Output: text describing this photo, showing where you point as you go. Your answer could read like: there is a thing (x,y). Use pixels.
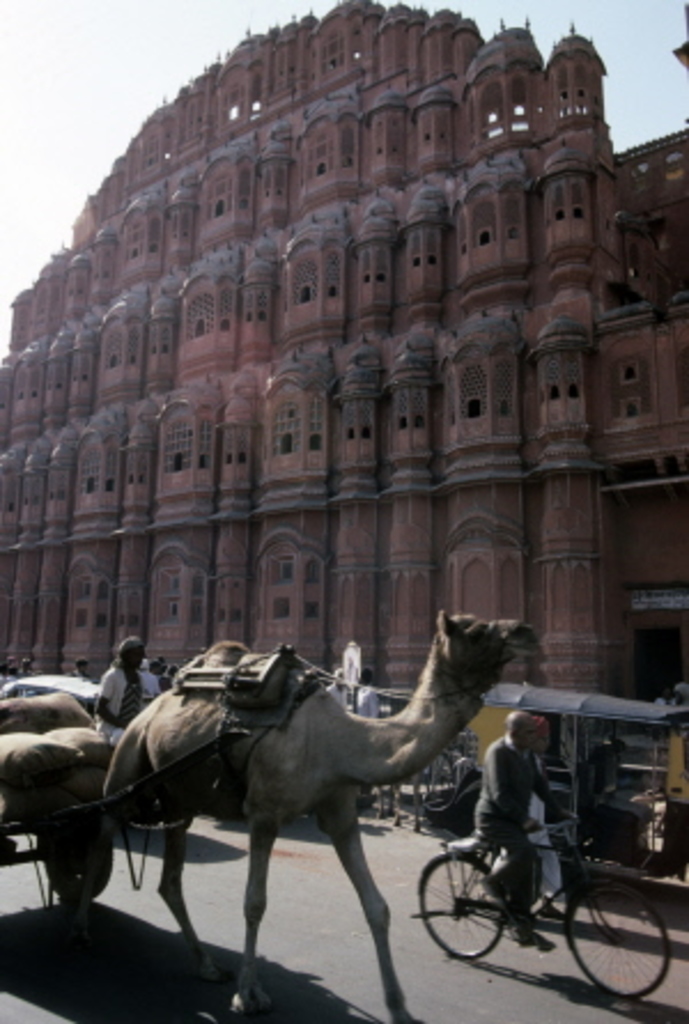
In this image, There is a camel (265,777) carrying a object (71,767) which is in brown color, In the right side (511,902) there is a man (487,804) riding a bicycle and there is a auto (674,804) which is in yellow and black color, In the background (525,539) there is a building (447,376) which is in brown color and there is sky (23,119) in white color.
